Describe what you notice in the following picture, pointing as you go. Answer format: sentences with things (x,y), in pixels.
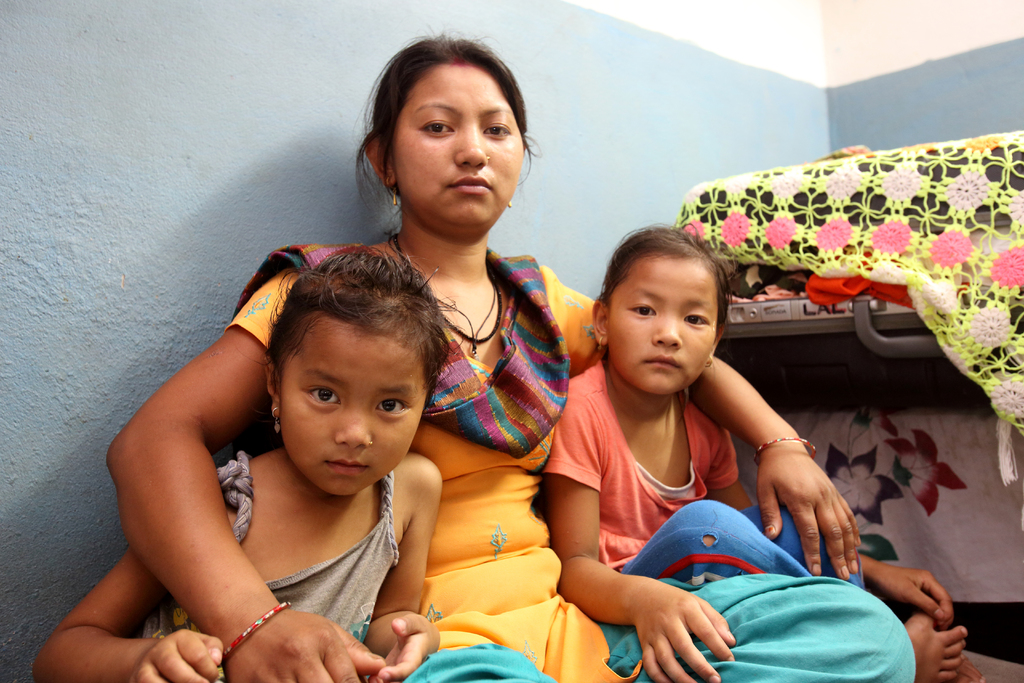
In this picture there is a lady (490,546) and two children (713,635) in the center of the image (488,236) and there are suitcases (918,317) on the right side of the image (906,333).
